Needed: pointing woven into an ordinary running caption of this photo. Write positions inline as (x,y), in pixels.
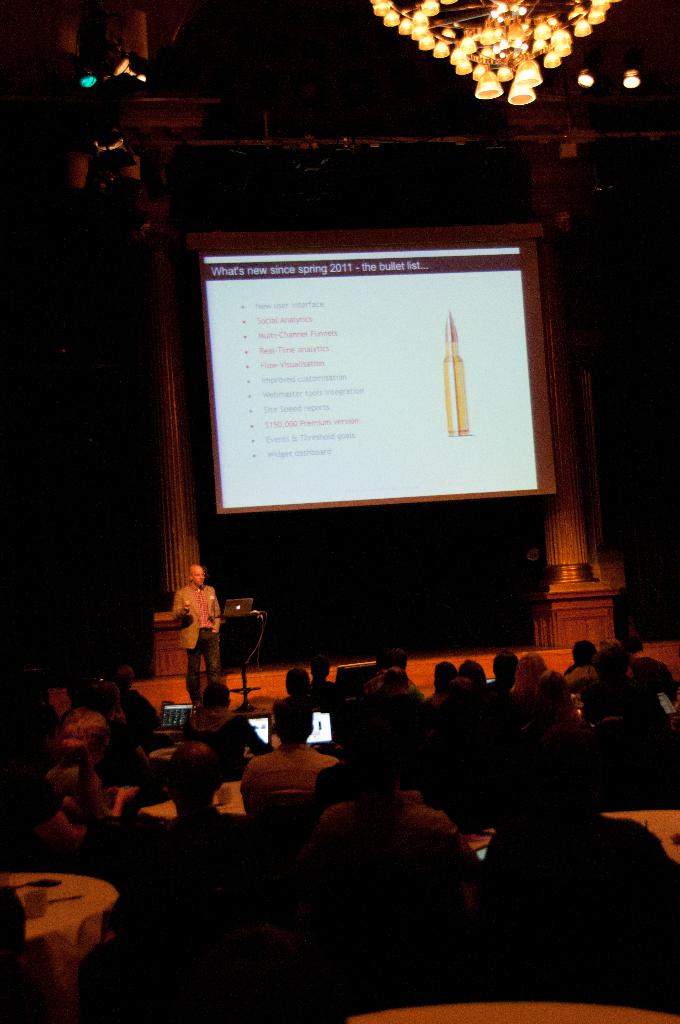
This is a picture taken in a seminar hall (347,858), there are a group of people (327,832) sitting on a chair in front of these people (197,732) there is a man (194,652) standing on a stage (175,695). Behind the man (216,604) there is a projector screen (333,419).
